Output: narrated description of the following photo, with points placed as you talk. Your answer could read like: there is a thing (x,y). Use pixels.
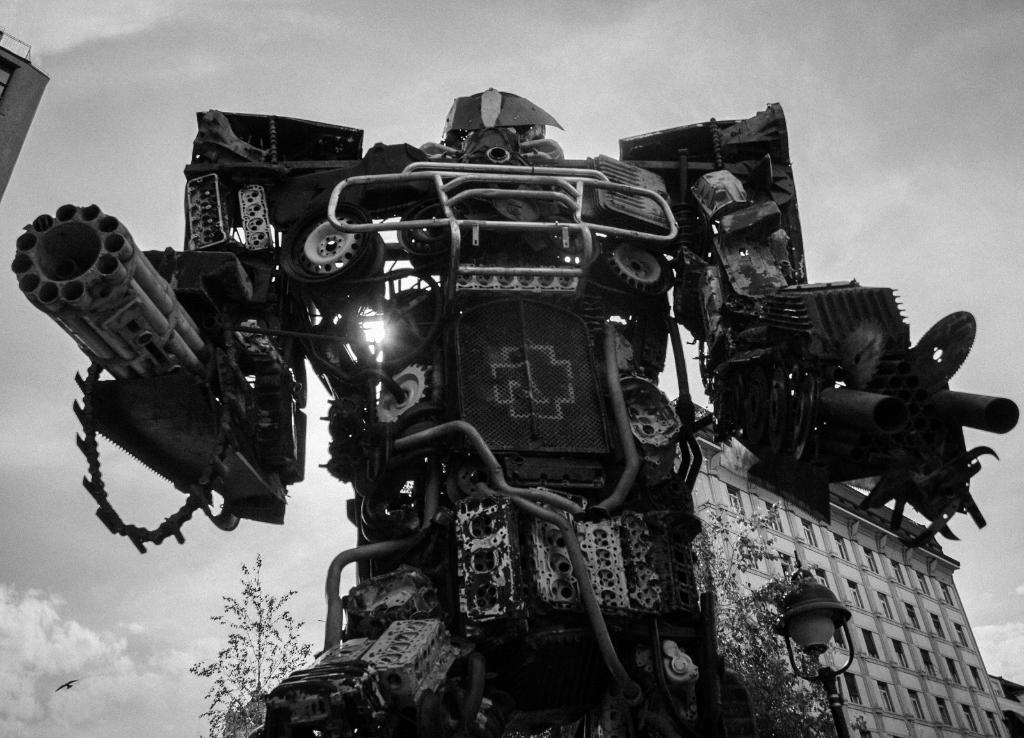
This is a black and white. In this image, in the middle (553,382), we can see a metal instrument (653,278). On the right side (819,676), we can see some buildings (911,661), trees (793,679), street light (851,650). On the left side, we can see a bird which is in the air (117,670). On the left side (29,95) top, we can see a wall (30,88) of the building (19,128). At the top (456,66), we can see a sky (597,108) which is cloudy.
